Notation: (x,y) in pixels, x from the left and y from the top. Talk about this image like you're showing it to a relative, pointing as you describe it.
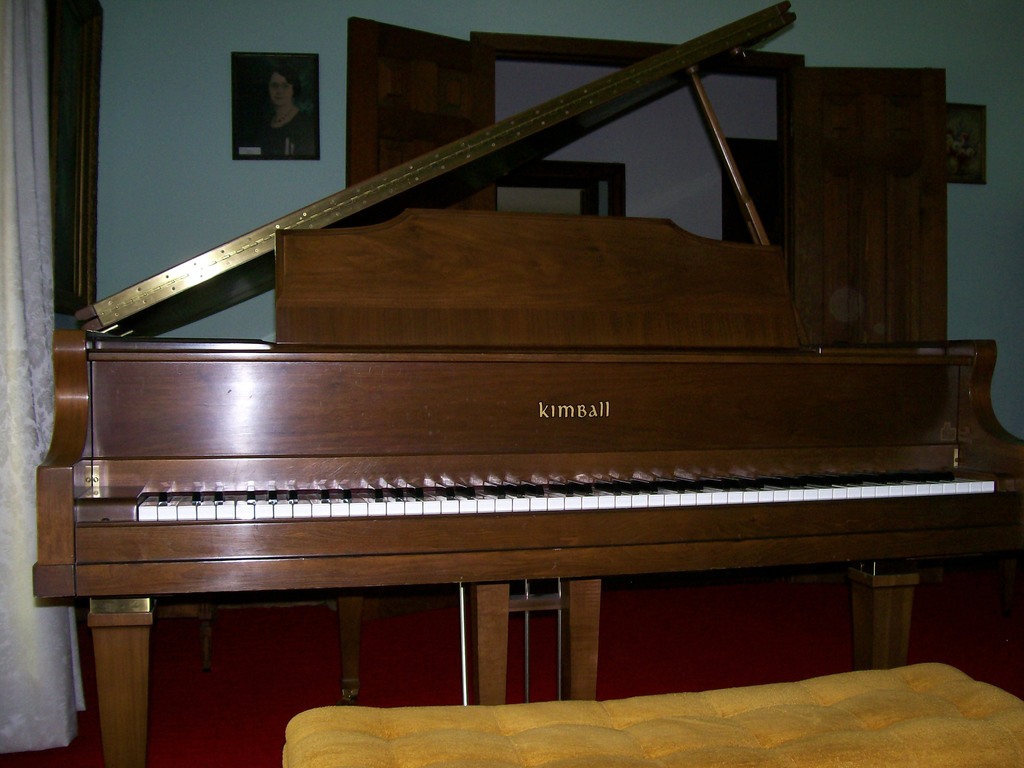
In the image we can see there is a piano (441,493) and which is made of wooden (654,273) and there is a seat (640,724) to sit on it and on the wall (270,181) there is a photo frame (271,144) and there is a white colour curtain (58,715) and there are doors (814,131) which are made of wooden (428,78).
